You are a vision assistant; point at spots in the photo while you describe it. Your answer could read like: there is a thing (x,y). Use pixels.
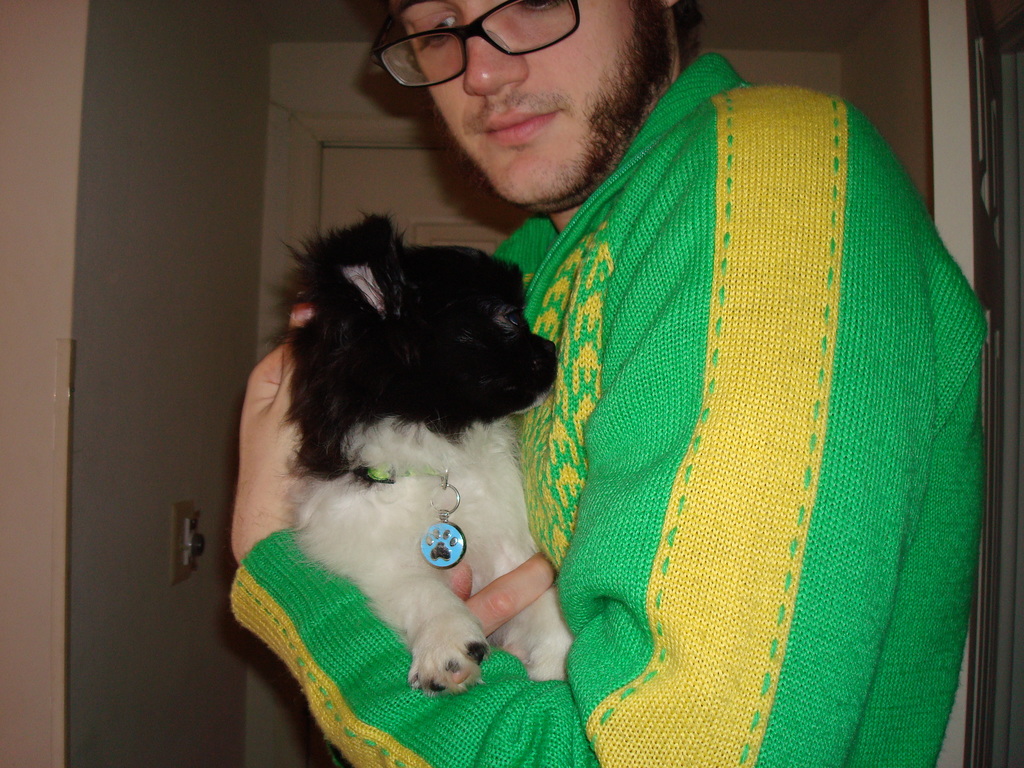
In this image there is a person (658,588) wearing green colour sweater (821,678) is holding a dog (317,378). He is wearing spectacles (413,75). At the background of the image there is a door (339,198).
